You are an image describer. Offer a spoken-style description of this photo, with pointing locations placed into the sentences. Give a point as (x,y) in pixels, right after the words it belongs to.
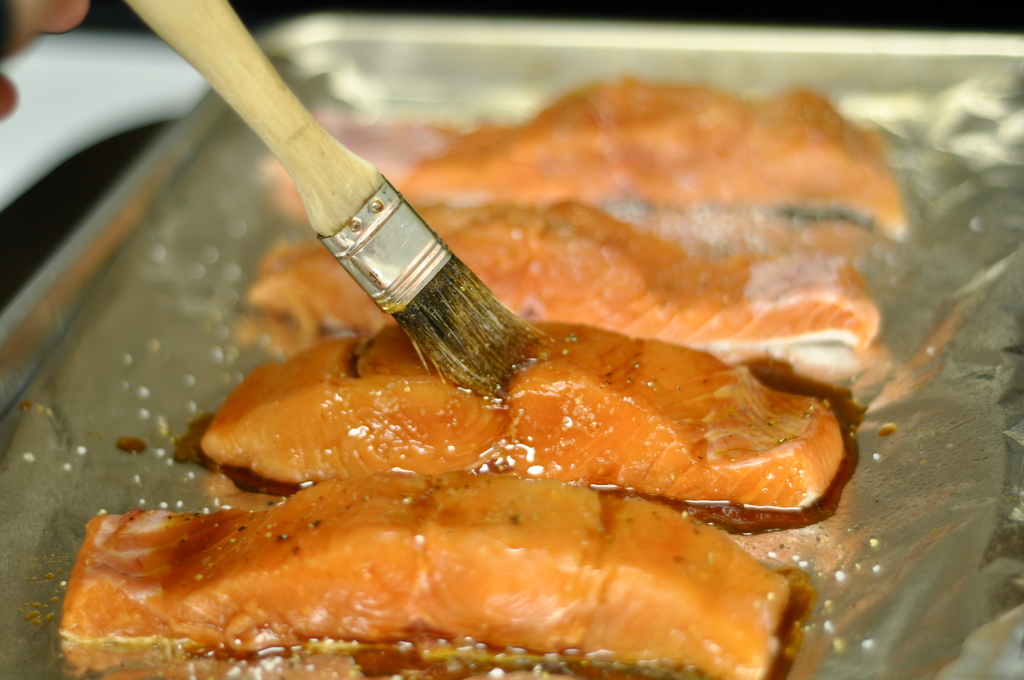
In this image there are meat slices (835,172) on the tray (268,201), and there is a brush (396,232) on a slice (372,358) of a meat (431,400).
